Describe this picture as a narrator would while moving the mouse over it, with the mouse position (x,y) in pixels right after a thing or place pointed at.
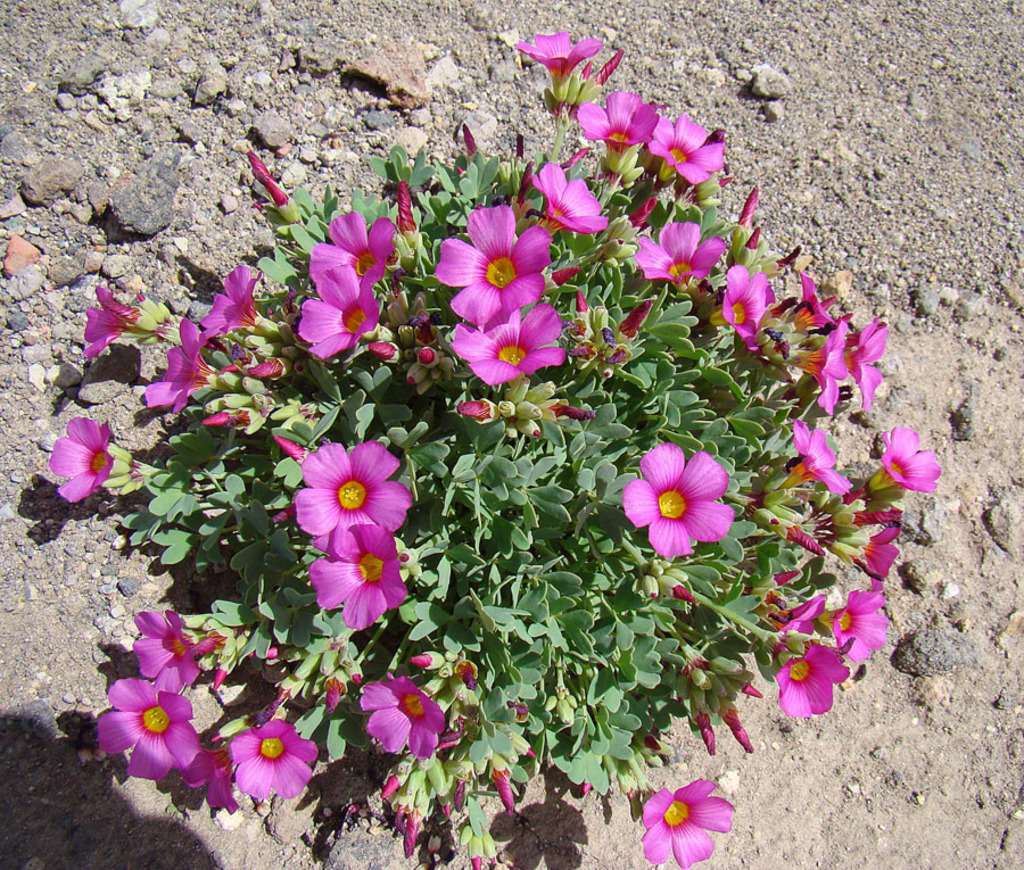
In the image we can see there are flowers (155,750) and buds (678,571) on the plants (604,681). There are stones (390,45) on the ground (933,788).
